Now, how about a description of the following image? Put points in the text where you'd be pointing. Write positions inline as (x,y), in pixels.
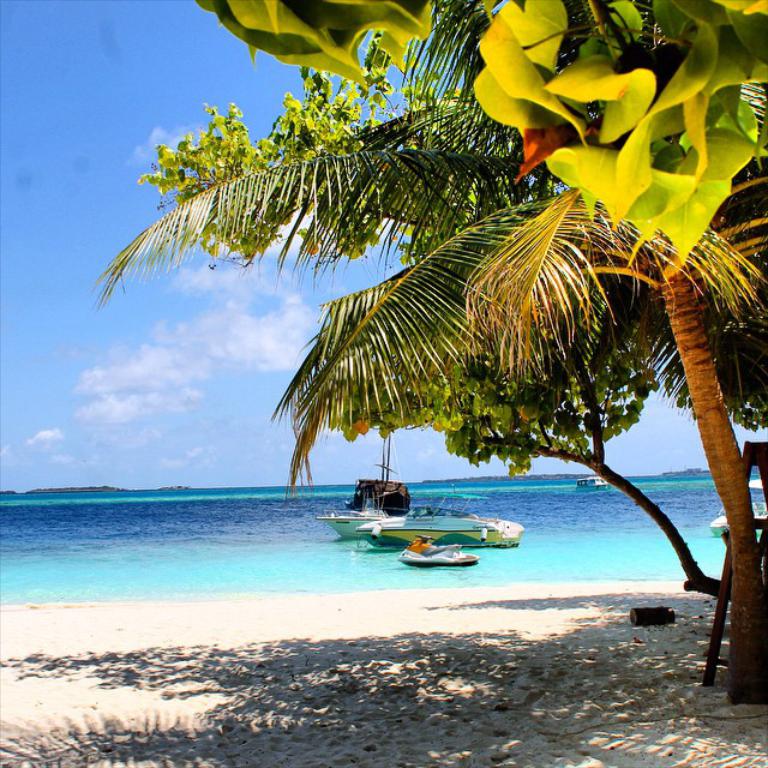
In the picture I can see the ships (442,531) on the water (630,500). I can see the trees (578,310) on the side of a beach (169,767) on the right side (748,353). I can see the sand (467,631) at the bottom of the picture (428,631). There are clouds (238,315) in the sky (191,322).
